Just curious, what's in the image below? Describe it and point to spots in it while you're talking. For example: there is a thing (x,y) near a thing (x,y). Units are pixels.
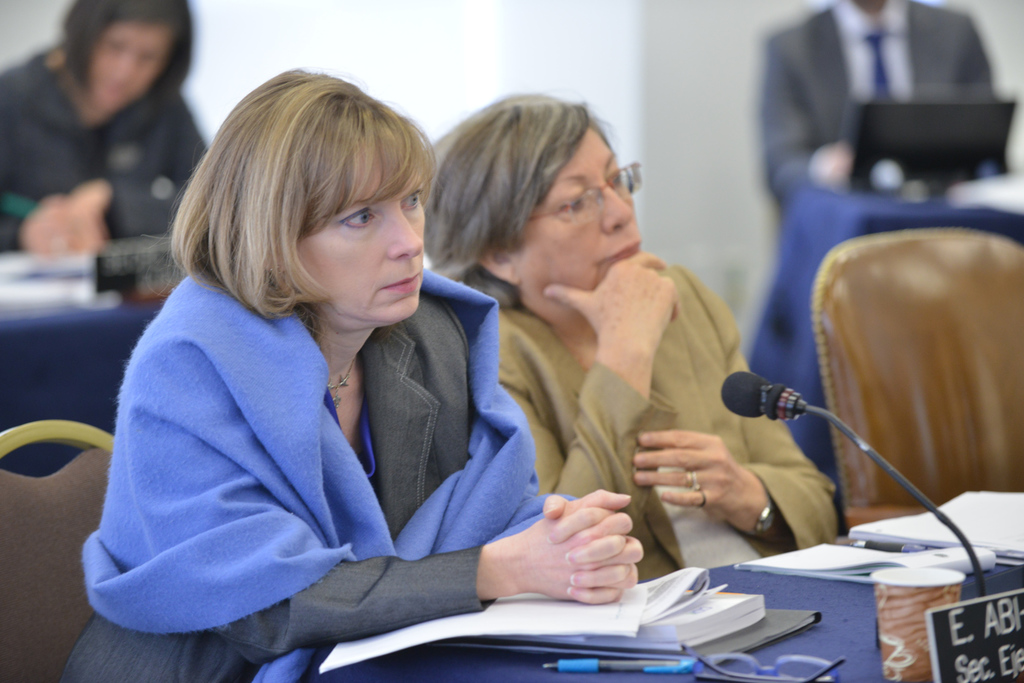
In this picture we can see four persons (151,161), we can see a microphone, a pen (648,663), books (719,589), spectacles (776,669), a glass (915,619) and a board (950,645) on this table (869,615), in the background (694,130) there is a wall (694,130), we can see a laptop (937,145) on the right side (937,145).
